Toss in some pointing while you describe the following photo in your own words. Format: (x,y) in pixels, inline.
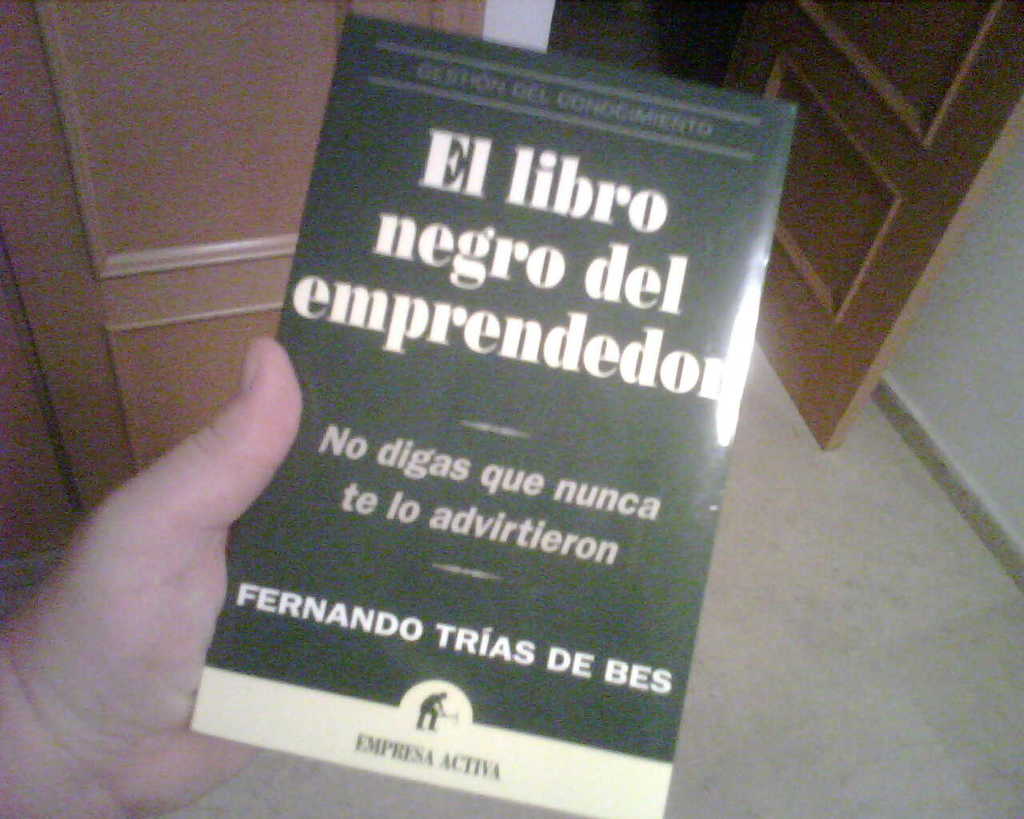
In this image, I can see a person's hand (161,625) holding a book (479,541). These are the wooden doors (202,161). This is the floor (819,657). Here is the wall (957,412).
